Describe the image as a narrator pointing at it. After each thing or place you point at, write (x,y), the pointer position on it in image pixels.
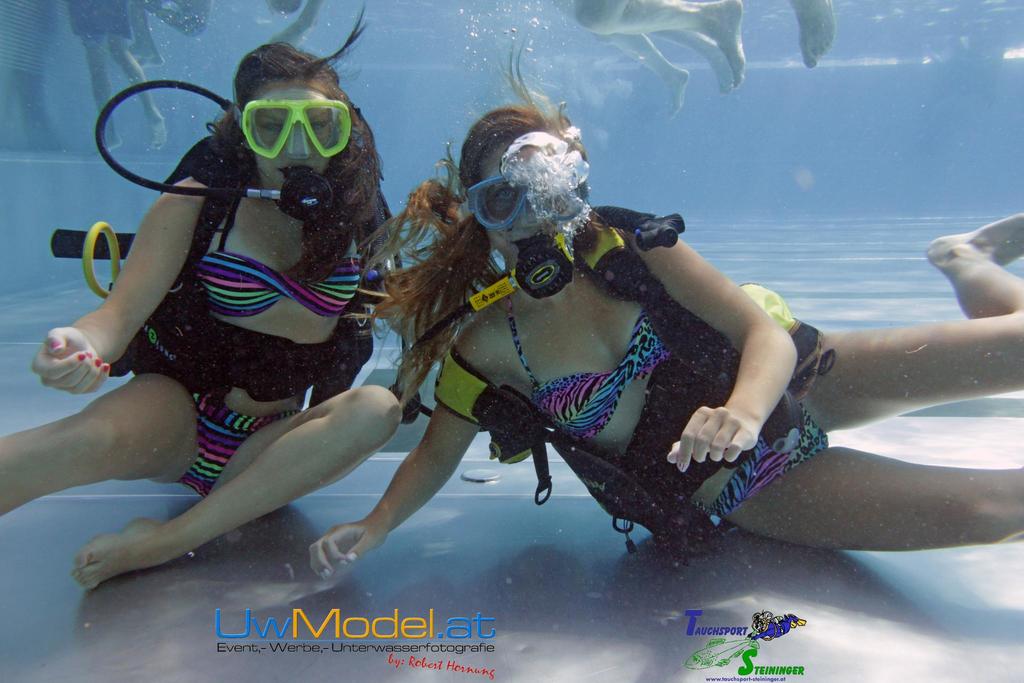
This is an inside view picture in the water (122,207). In this picture we can see women (222,519) wearing swimsuits (785,472) and they are doing scuba diving. At the top portion of the picture (701,63) we can see the legs (115,144) of people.
